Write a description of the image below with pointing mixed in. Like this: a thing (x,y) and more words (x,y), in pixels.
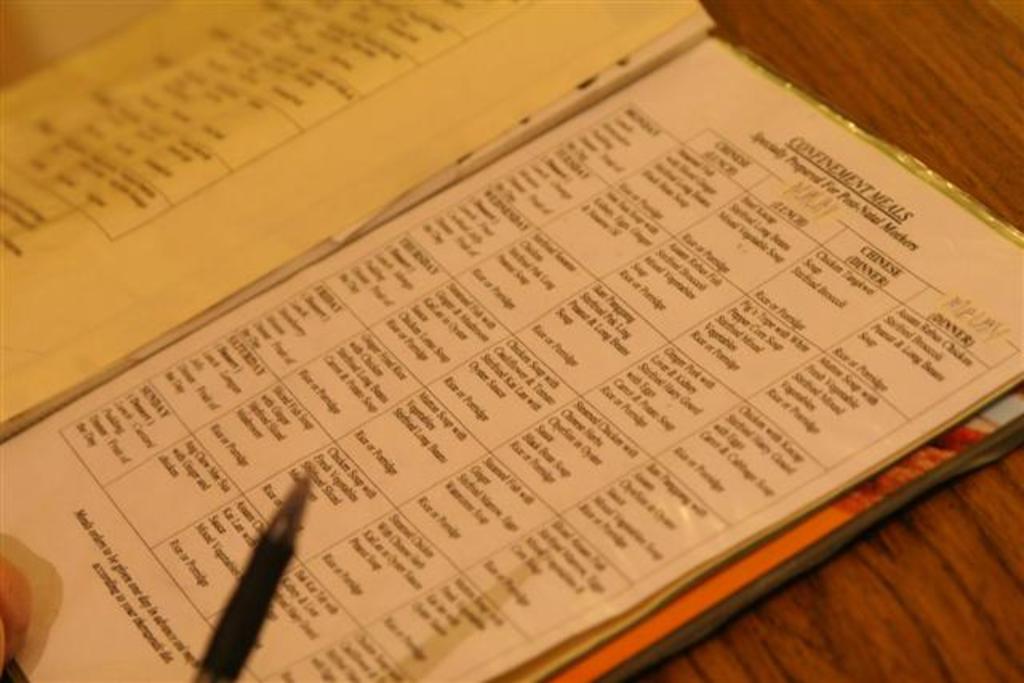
This picture shows a book (581,172) on the table (1023,616) and we see a pen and a human hand (21,595).
